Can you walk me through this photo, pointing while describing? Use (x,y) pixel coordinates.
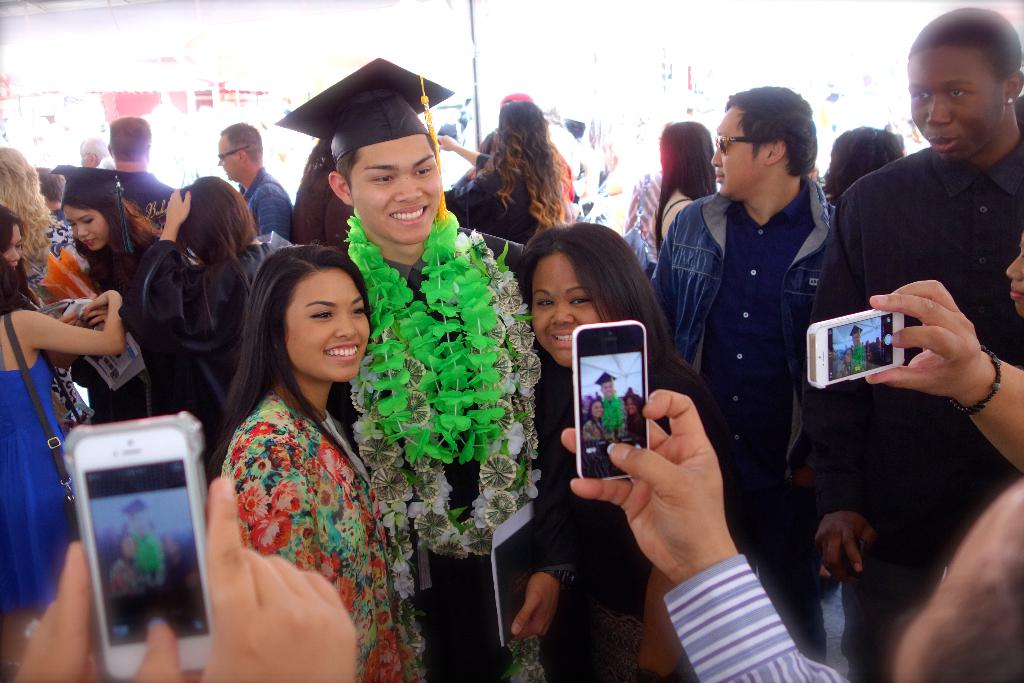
This Image is clicked in a graduation function, there are so many people (922,210), so many are clicking pictures (873,345). Some people (512,226) are with graduation dress (550,380), garlands (474,388).
